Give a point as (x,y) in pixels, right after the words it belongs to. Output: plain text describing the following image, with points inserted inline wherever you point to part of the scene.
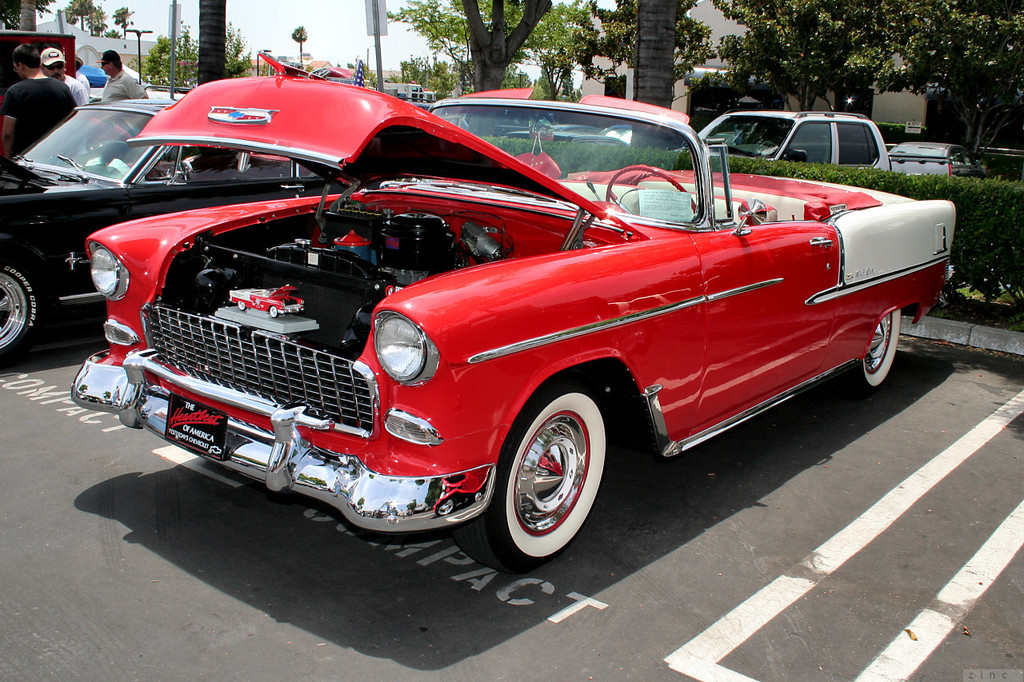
In this image we can see cars (648,411) on the road (643,500). On the left (30,117) there are people (33,103). In the background (186,44) there are trees (199,50), poles (378,53), buildings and sky (367,41).
